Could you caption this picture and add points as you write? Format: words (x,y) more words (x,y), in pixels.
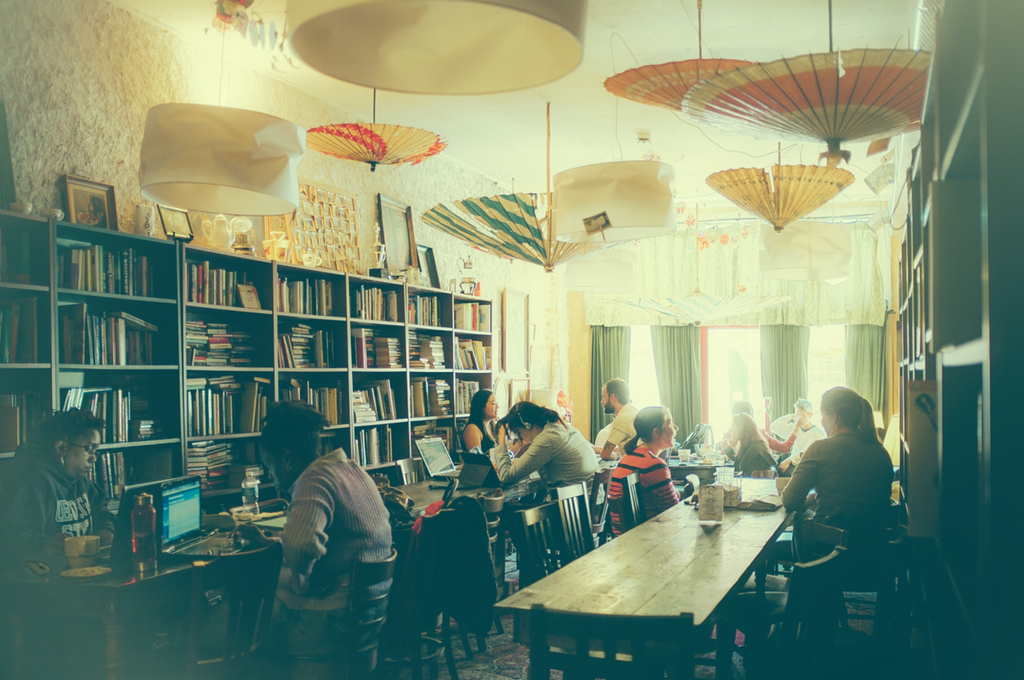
There are many persons (312,564) sitting in the room (692,488). There are tables (677,520), chairs (545,517). On the table (248,522) there are bottles (148,531), laptops (193,513) and many other items (389,491). On the sides there are cupboards (963,295). Inside the cupboards (963,295) there are books (301,340). On the cupboard (56,226) there are photo frame (173,221). In the background (678,349) there are windows (741,366) and curtains (787,351). On the ceiling (711,161) there are umbrellas (782,105) and lamps (451,49) are kept.
